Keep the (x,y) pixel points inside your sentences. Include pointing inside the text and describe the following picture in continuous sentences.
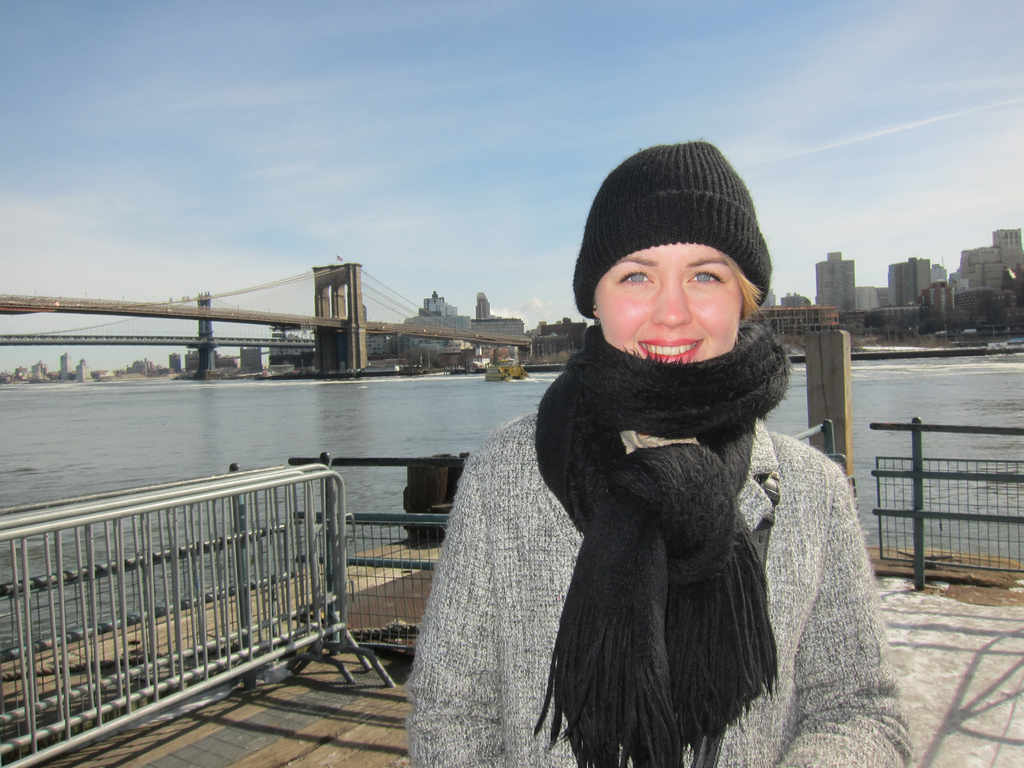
In front of the picture, we see a woman (592,571) in the grey sweater (545,591) is standing. She is wearing a black cap (671,180) and a black scarf (720,519). She is smiling and she might be posing for the photo. Beside her, we see the railing boards (302,563). Behind her, we see a wooden pole (841,346). We see water (409,410) and this water (278,408) might be in the river (142,444). On the left side (322,331), we see a bridge (364,341). We see a boat (499,367) is sailing on the water (458,389). There are buildings (927,322) in the background (473,319). At the top (424,148), we see the sky (424,148).
